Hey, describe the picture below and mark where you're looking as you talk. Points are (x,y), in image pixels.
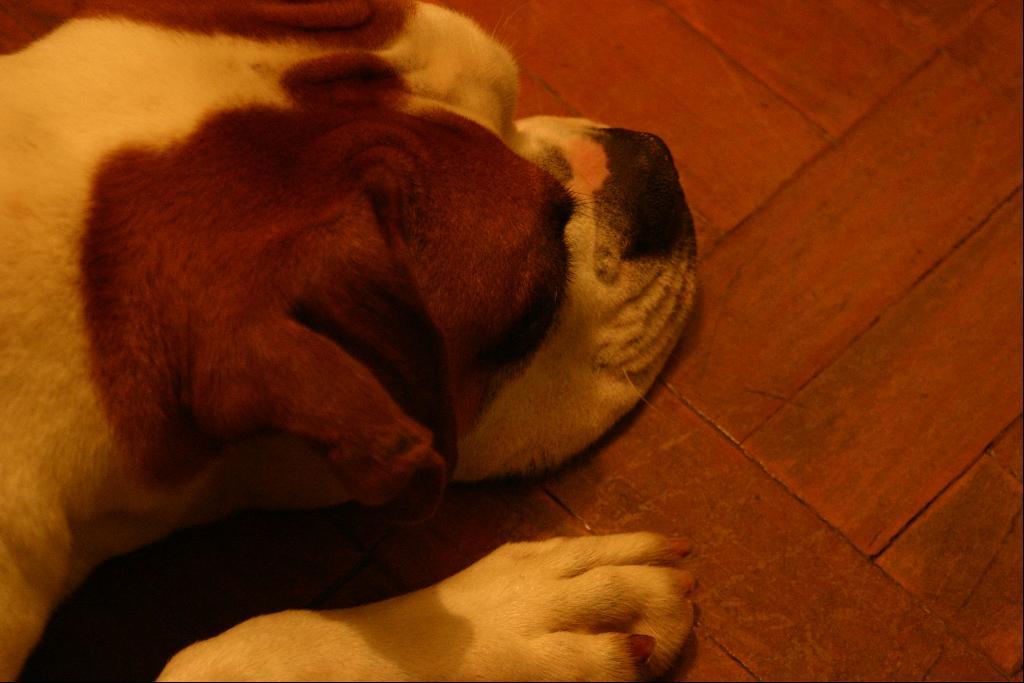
This is a picture of a dog (522,423) laying on the floor (756,435).
